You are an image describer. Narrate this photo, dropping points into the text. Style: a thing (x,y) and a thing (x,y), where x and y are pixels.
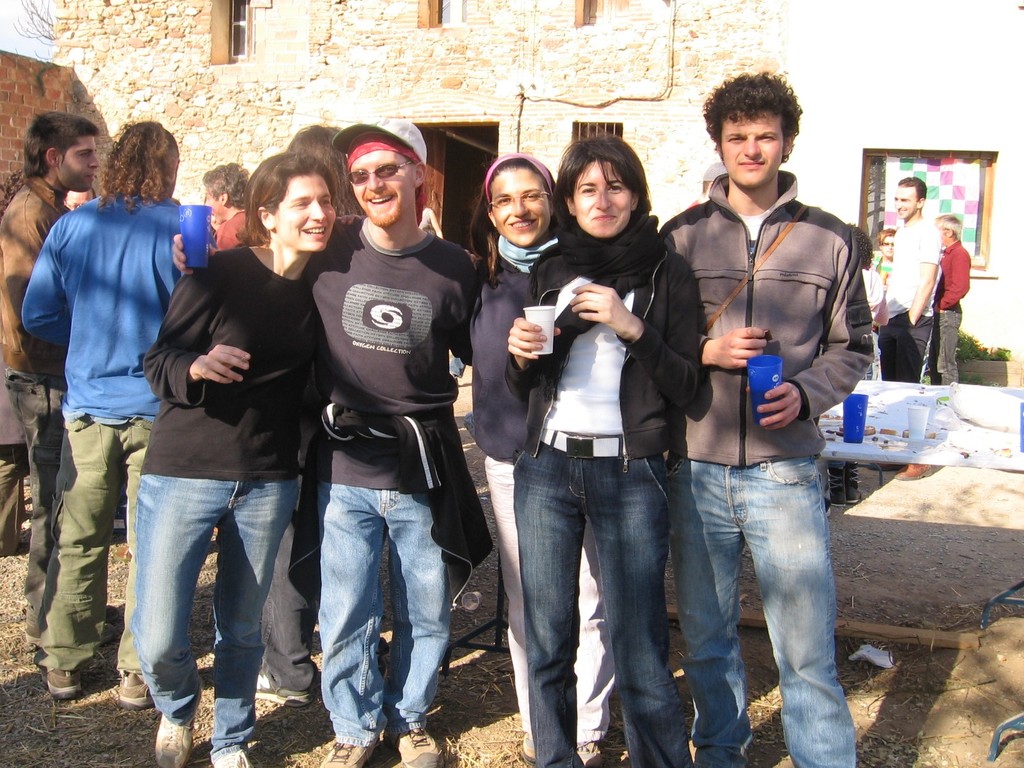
In the middle of the image (493,359) few people (737,387) are standing and smiling and holding cups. Behind them there is a table (906,383), on the table (877,383) there are some cups (1023,408). Top of the image (699,103) there is wall (113,19). Top right side of the image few persons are standing.
